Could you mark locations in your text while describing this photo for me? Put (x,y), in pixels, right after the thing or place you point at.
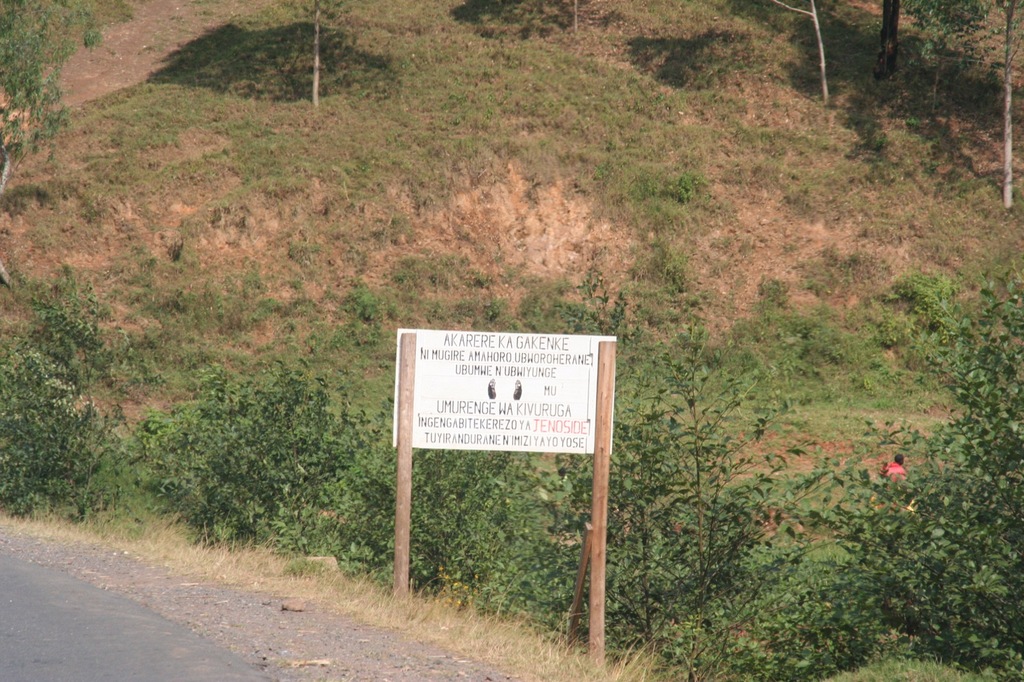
This is a board (530,355), which is attached to the wooden poles (409,560). I think this is a hill (479,104). I can see the grass (472,121). These are the small trees (282,437). This is the dried grass (377,615). I think this is a road (108,638).
